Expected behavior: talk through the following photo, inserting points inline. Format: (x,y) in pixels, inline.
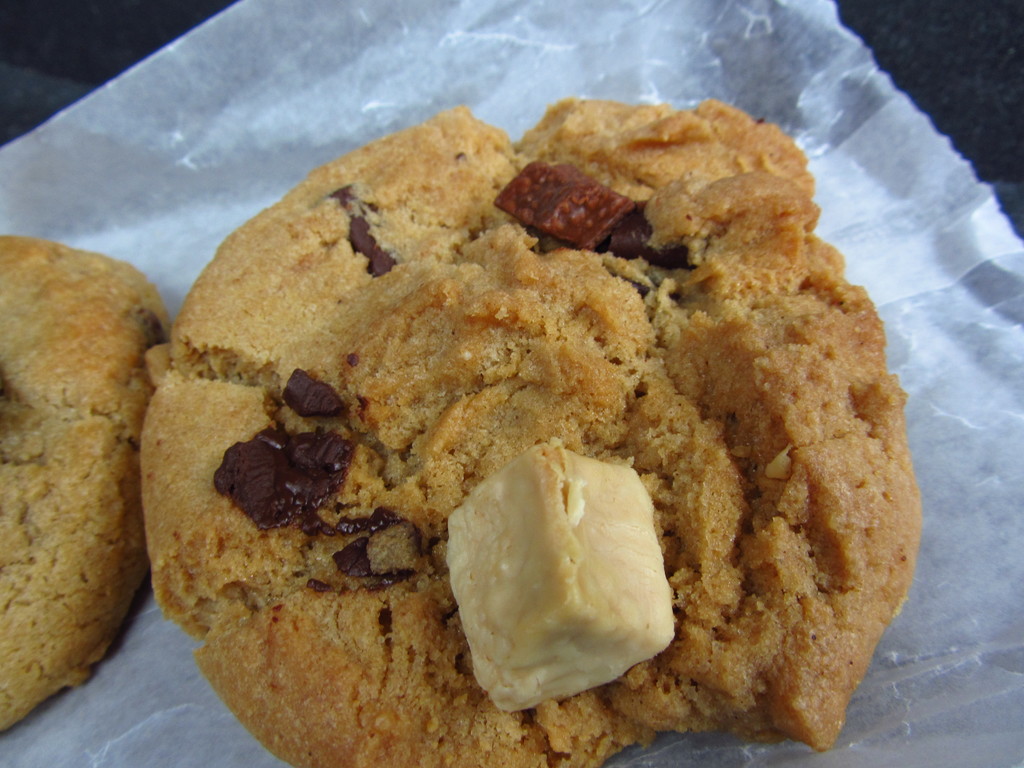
In this image I can see the food (129,386) which is in brown and cream color. The food (314,280) is on the white color paper (206,111). And there is a black background (949,53).
